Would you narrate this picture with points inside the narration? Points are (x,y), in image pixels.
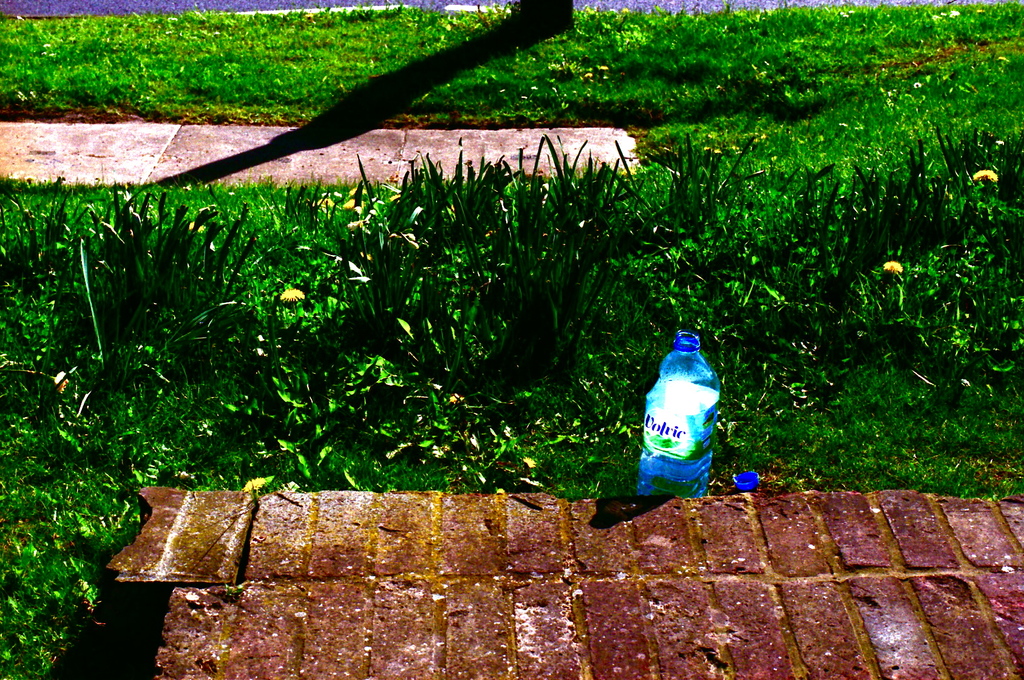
In this picture we can see a bottle (680,401) in the grass (496,288) and bricks (500,554).
